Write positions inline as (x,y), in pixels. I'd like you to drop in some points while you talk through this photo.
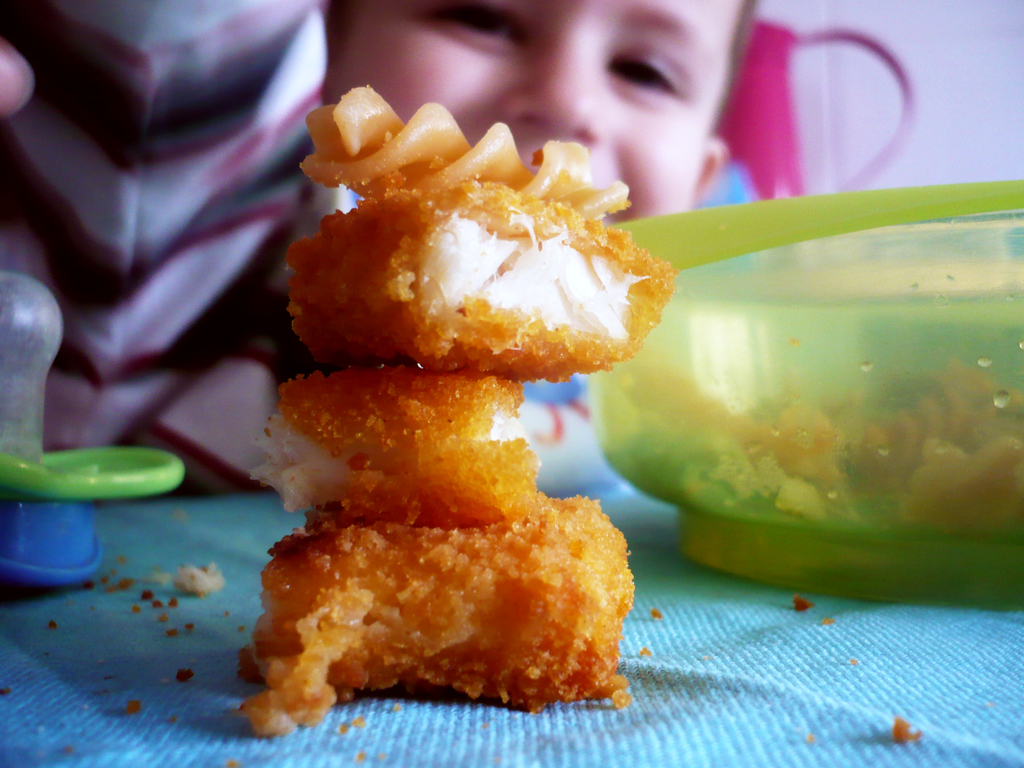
In this image I can see a blue colored surface (784,685) and on it I can see a green colored bowl (808,400), a food item (461,570) which is brown in color and another object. In the background (344,64) I can see a child (362,76) and a pink and white colored objects (823,38).
